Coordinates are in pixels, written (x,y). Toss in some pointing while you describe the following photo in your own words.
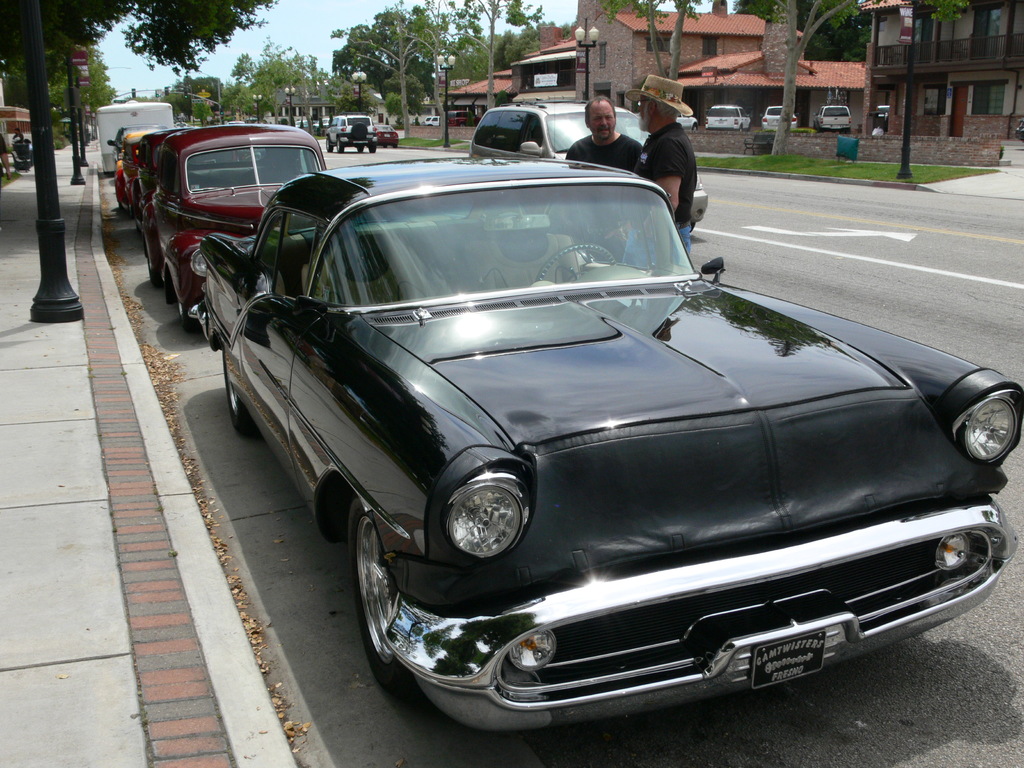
There are cars (454,198) and two persons (656,161) are standing on the road (781,212) as we can see in the middle of this image (499,414). We can see trees (68,104) and buildings (927,123) in the background (302,74) and the sky (248,30) is at the top of this image (274,30).
